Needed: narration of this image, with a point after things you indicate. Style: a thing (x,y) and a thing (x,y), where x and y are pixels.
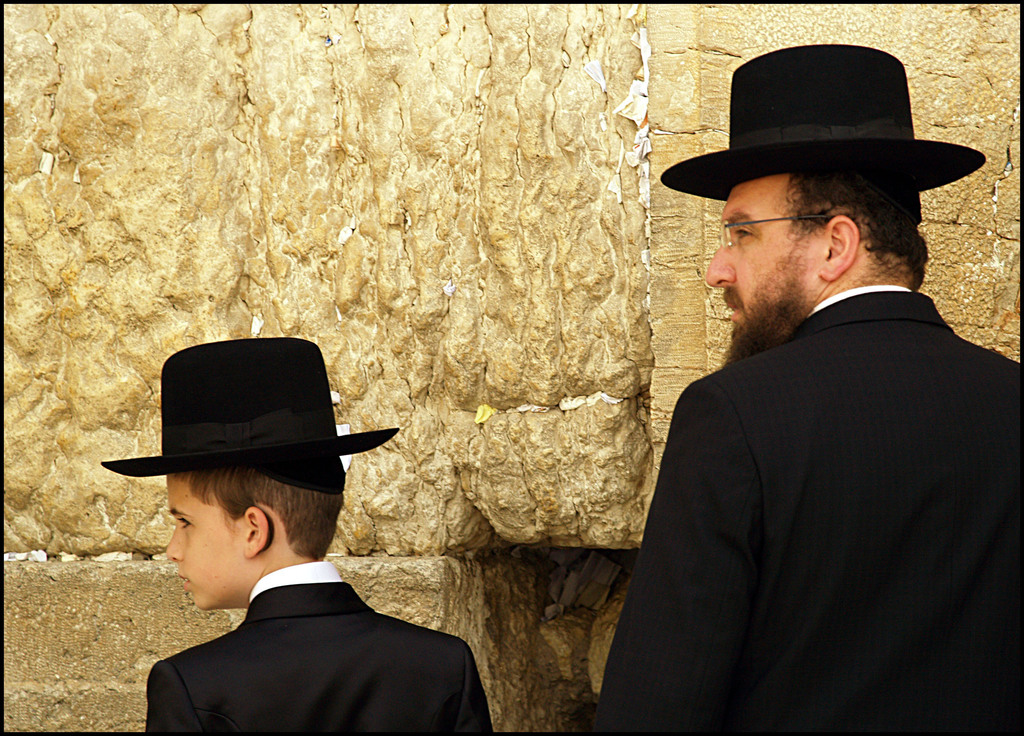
There are two people (313,481) standing and wore black hats (909,94), in front of this people (306,594) we can see wall (512,344).
